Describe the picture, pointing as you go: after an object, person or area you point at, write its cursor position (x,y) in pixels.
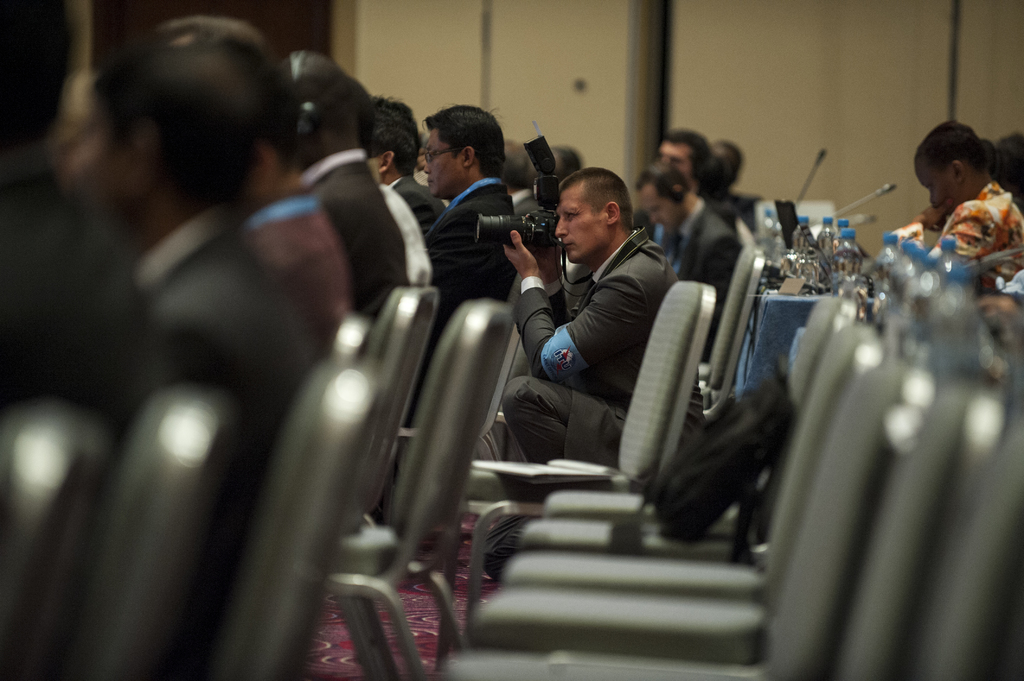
In the picture we can see group of people (352,269) sitting on chairs (406,534), in the middle of the picture (540,348) there is a man (591,364) crouching down and holding camera (515,214) in his hands (553,280), on right side of the picture (838,253) there are some bottles (836,286), microphones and some other things (812,258) on table (792,350).
